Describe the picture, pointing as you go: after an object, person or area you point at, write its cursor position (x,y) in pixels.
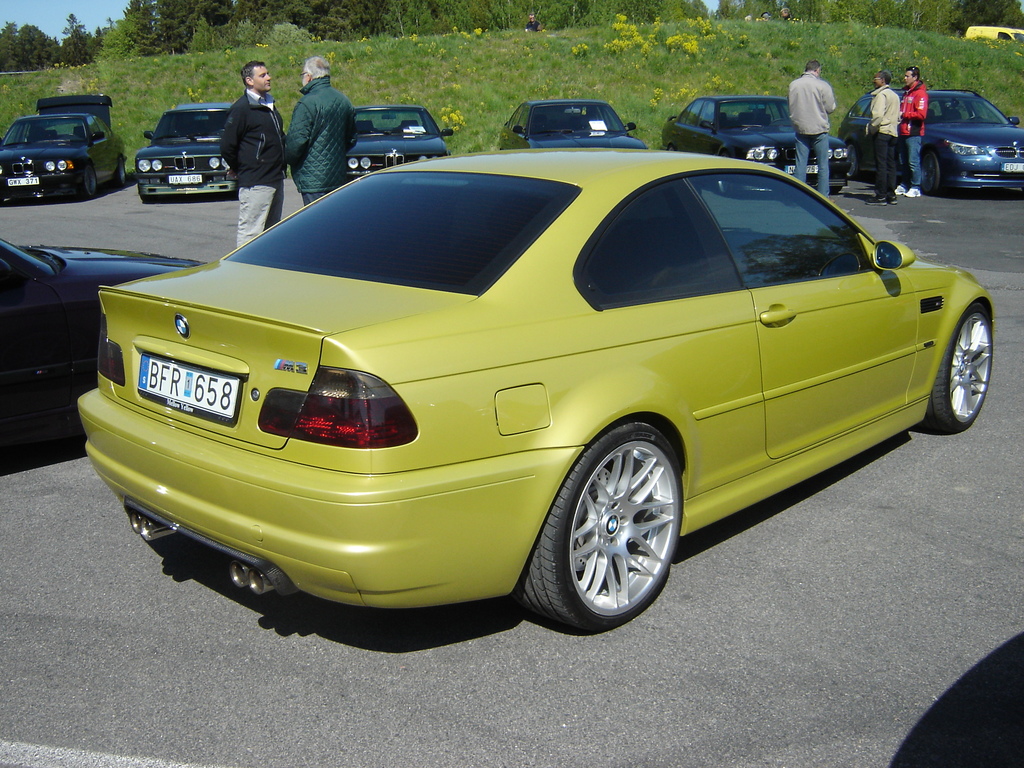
In this image there are vehicles (459,246) on the road (145,212) and there are persons (296,151) standing. In the background (357,50) there are trees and there's grass (595,66) on the ground (906,63).
